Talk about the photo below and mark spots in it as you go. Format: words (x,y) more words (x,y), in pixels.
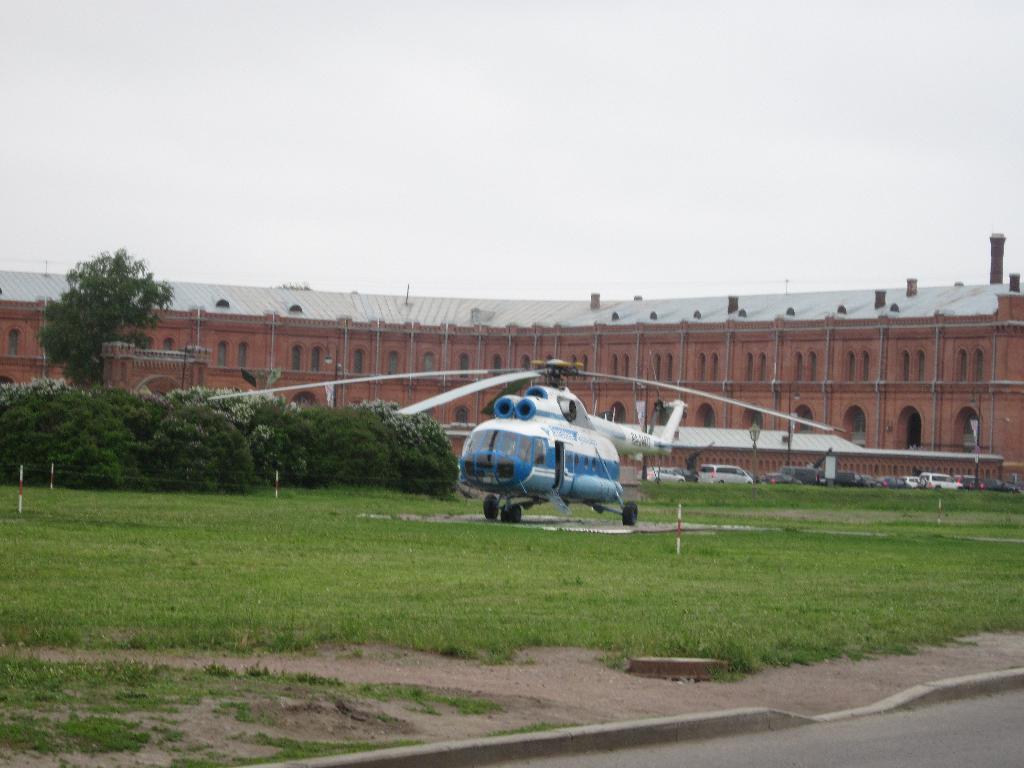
In this image we can see buildings (260,364), trees (90,311), bushes (116,436), ground (403,568), road (990,705), cars (717,471) and a helicopter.
